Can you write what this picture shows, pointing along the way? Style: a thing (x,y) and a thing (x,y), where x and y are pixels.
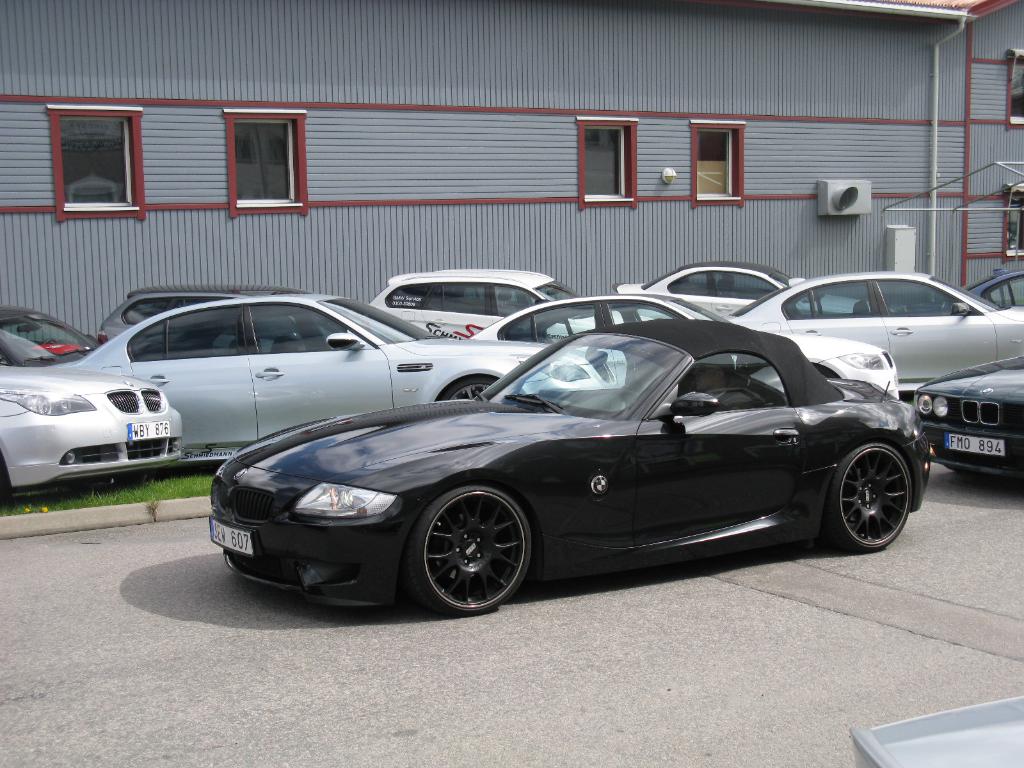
In the center of the image (459,316) there are cars (1004,447). There is road (373,637). In the background of the image (201,274) there is a building (655,35). There are windows (116,124).
